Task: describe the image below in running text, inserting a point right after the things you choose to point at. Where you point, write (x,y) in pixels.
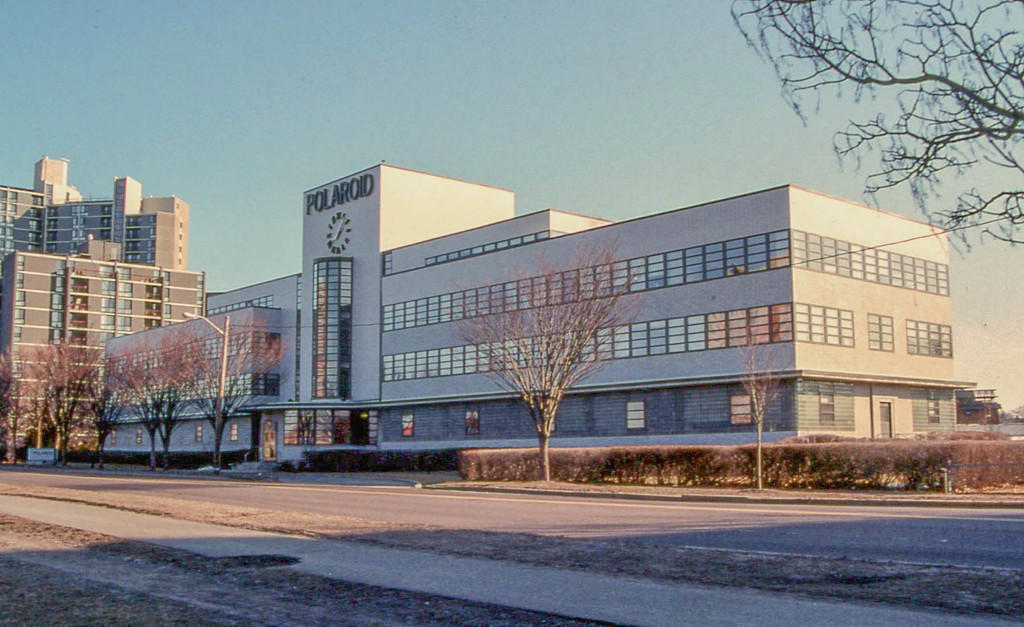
In the picture we can see a huge building (861,416) with a clock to it and a name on it as Polaroid and to the building (773,386) we can see glass windows (533,355) and near the building (451,365) we can see some trees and a pole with light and beside the building (240,426) we can see other buildings (178,317) with some floors (174,305) and glasses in it and behind the building (352,177) we can see a sky (437,133).
